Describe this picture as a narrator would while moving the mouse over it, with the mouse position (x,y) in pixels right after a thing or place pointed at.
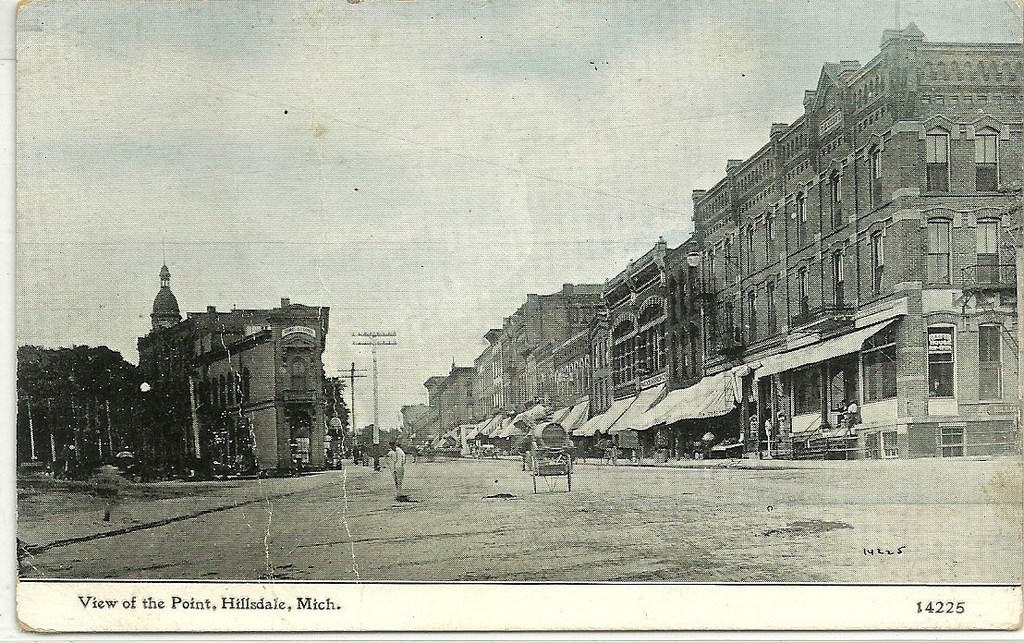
This is a photo and here we can see buildings (435,402), some people (392,466) and there are vehicles (541,453) on the road (620,485).
